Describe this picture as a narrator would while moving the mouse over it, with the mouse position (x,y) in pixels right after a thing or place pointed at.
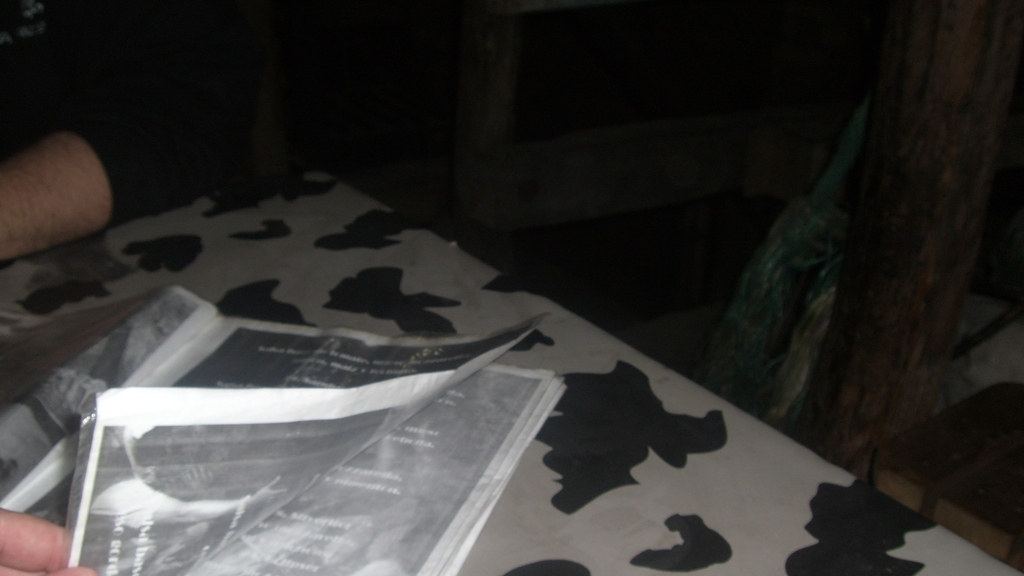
In this picture I can see few papers (408,467) on the table (607,432) and I can see a human hand (56,546) holding papers (187,511) and another human (49,179) on the side and the picture is taken in the dark.
